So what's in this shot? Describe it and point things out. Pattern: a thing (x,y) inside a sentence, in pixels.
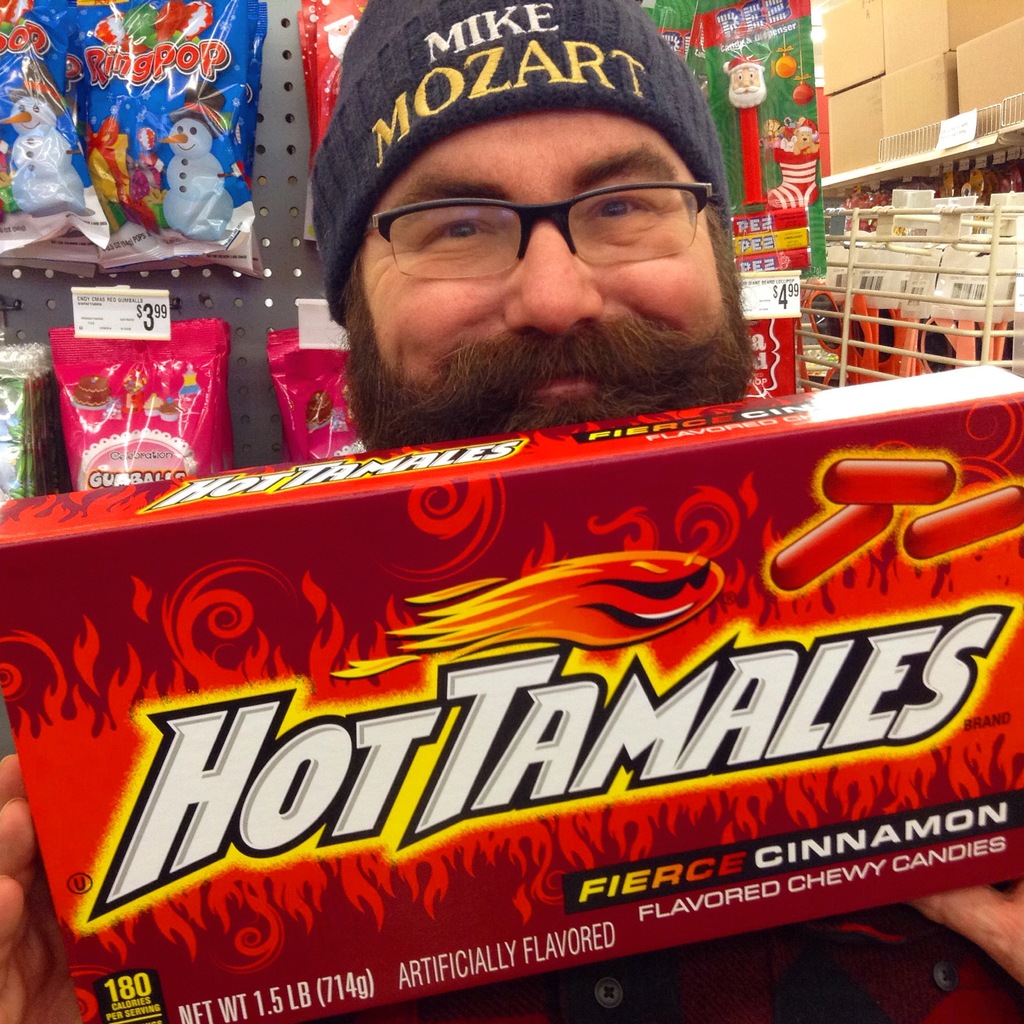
In this picture I can see a man (663,264) in front (35,1022) and I see that he is holding a box (267,746) and I see something is written on the box (326,617). I can also see that he is wearing a cap (352,212). In the background (190,261) I can see number of covers (734,212) and boxes (898,56).
